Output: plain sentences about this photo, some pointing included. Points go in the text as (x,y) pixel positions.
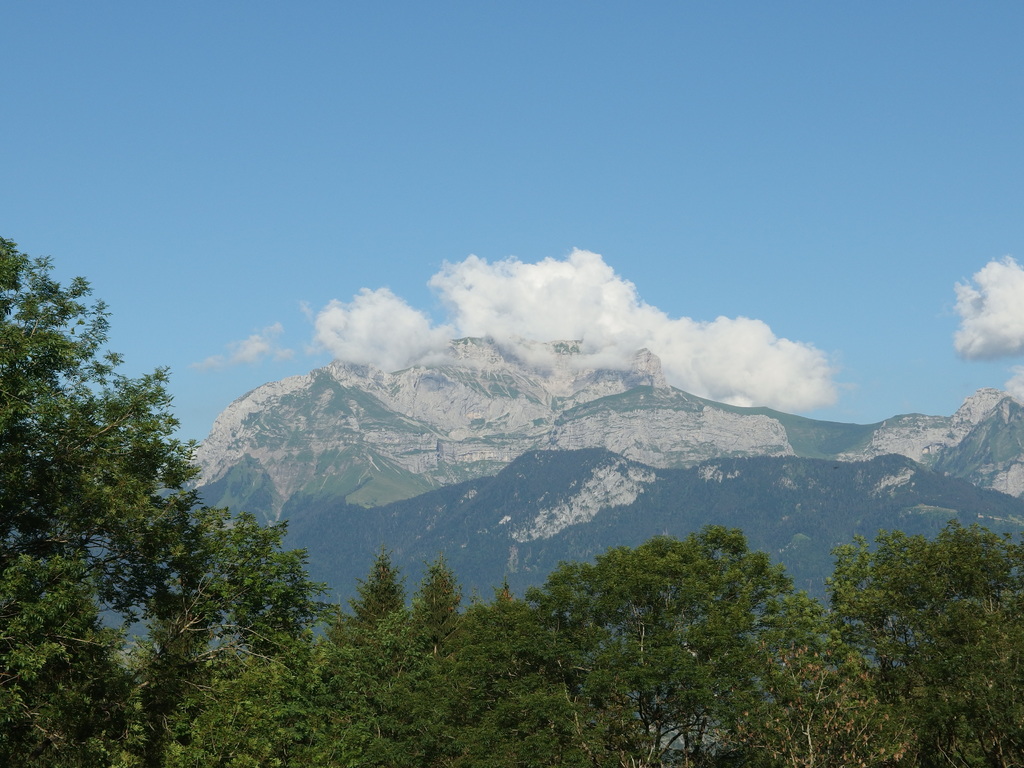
This picture is clicked outside the city. In the foreground (742,677) we can see the trees (120,393). In the center (359,405) there are some hills (575,398). In the background (270,121) we can see the sky (338,178) with the clouds (632,350).
